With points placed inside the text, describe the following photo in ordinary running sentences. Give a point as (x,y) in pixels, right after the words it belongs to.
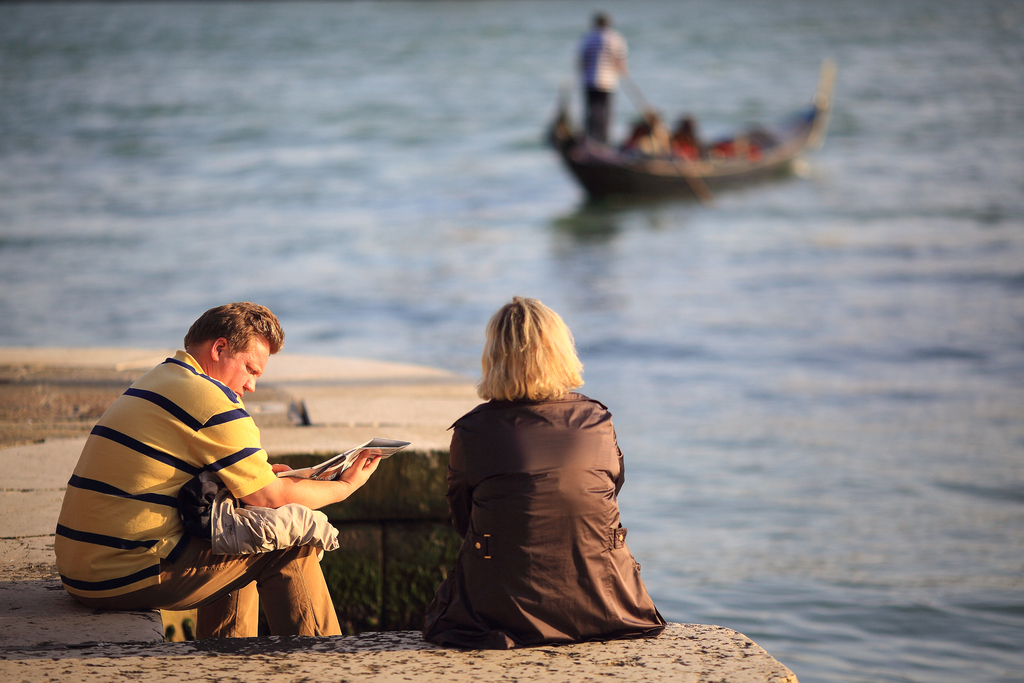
On the left side (121,523), there is a person (100,601) in a T-shirt (115,556), sitting on a platform (379,474) and holding a paper (388,445). On the right side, there is a woman (528,333) in a brown color jacket (483,467) sitting on the platform (496,657). Beside her, there is water (594,205). On the surface (617,207) of this water (882,85), there is a boat (581,164). In this boat (605,162), there are persons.
